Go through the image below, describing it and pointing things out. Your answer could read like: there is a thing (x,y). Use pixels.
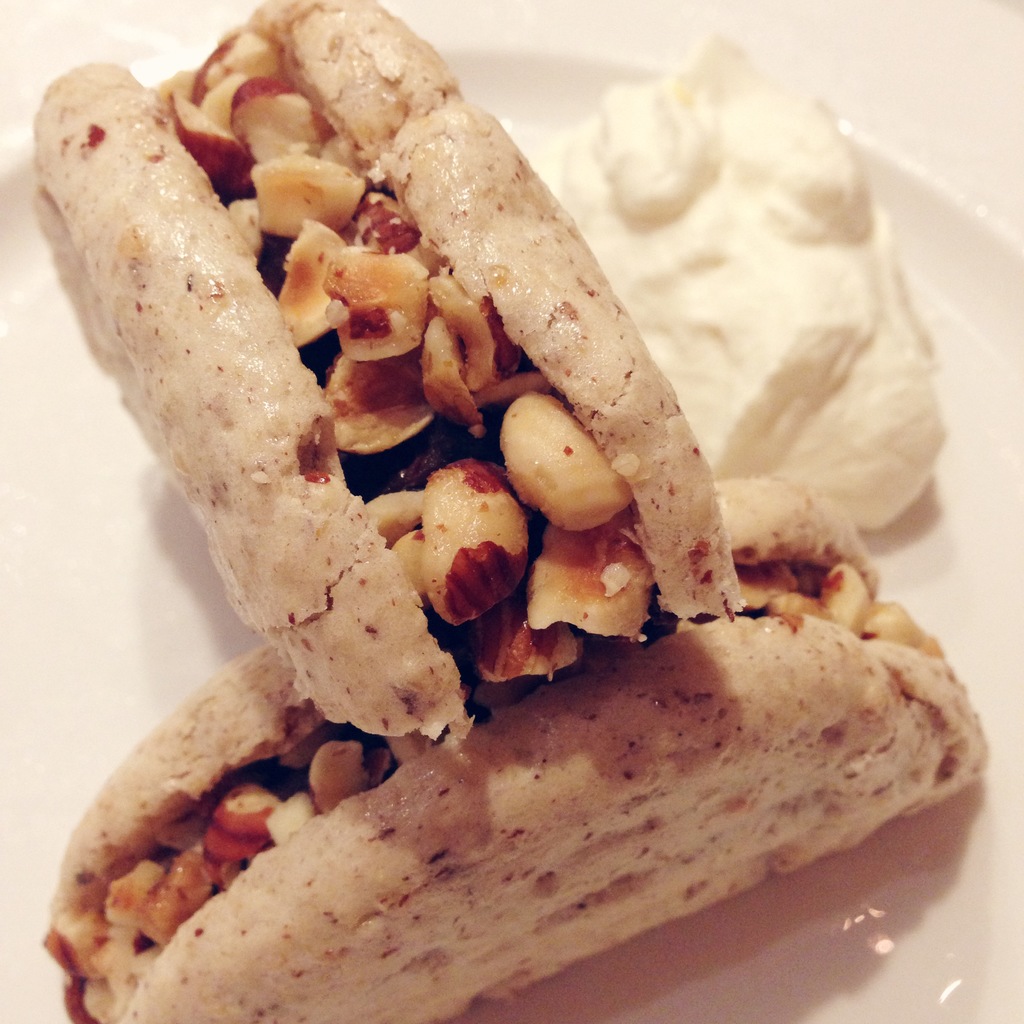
In this picture we can see some food items (631,417) on the white plate (915,282).
